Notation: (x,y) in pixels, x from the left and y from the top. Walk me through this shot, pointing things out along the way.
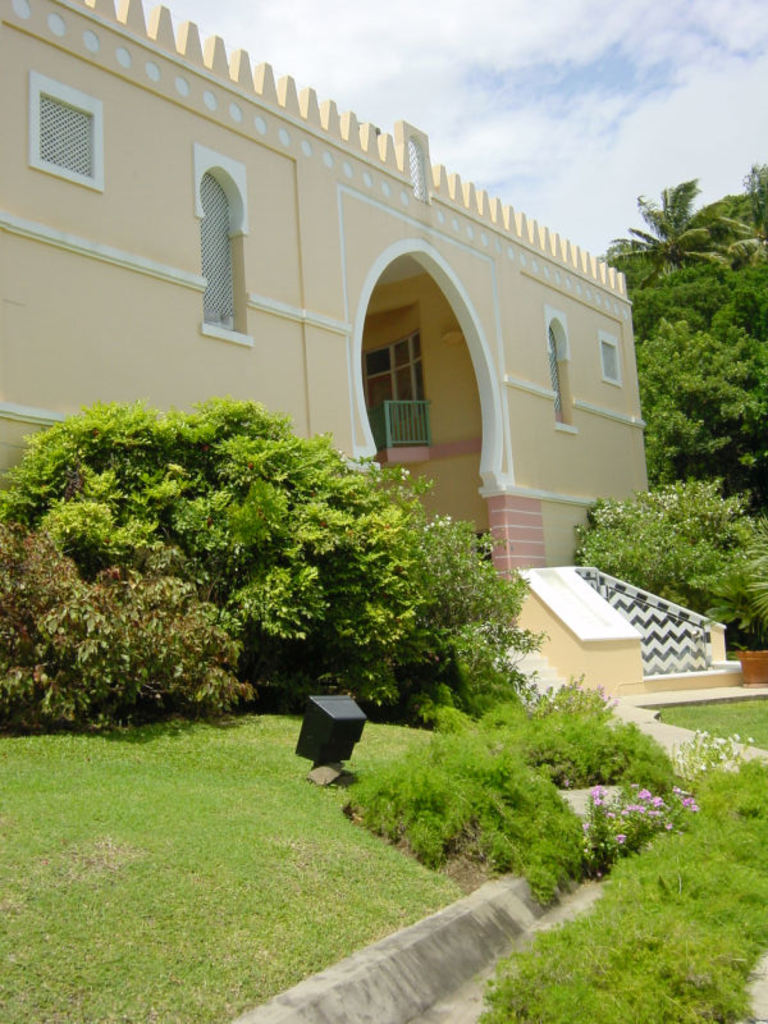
In this image there is a building (315,275) in the middle (501,414). At the bottom (174,816) there is a ground (162,733) on which there are small plants (295,501). At the top (600,37) there is the sky (618,53). On the right side (707,305) there are trees (717,335). In front of the building (568,467) there are steps (651,612). At the bottom (364,987) there is a path (439,967).
